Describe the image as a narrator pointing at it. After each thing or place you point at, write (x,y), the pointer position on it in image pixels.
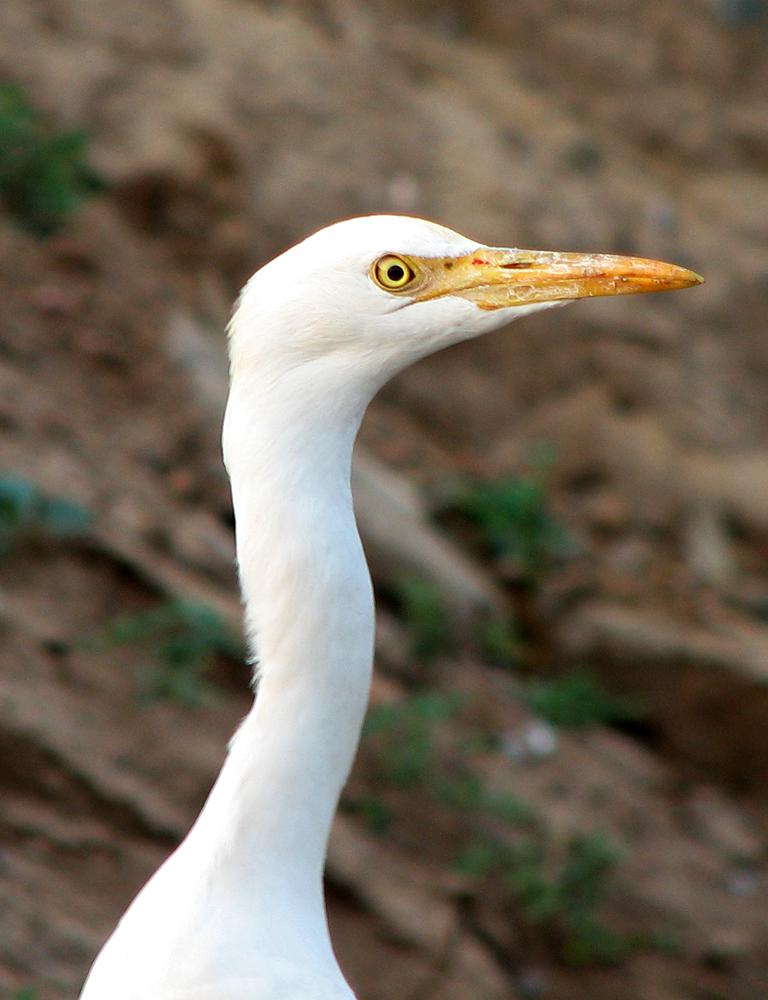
In this image we can see an animal (284,606) with a long beak (481,266).
